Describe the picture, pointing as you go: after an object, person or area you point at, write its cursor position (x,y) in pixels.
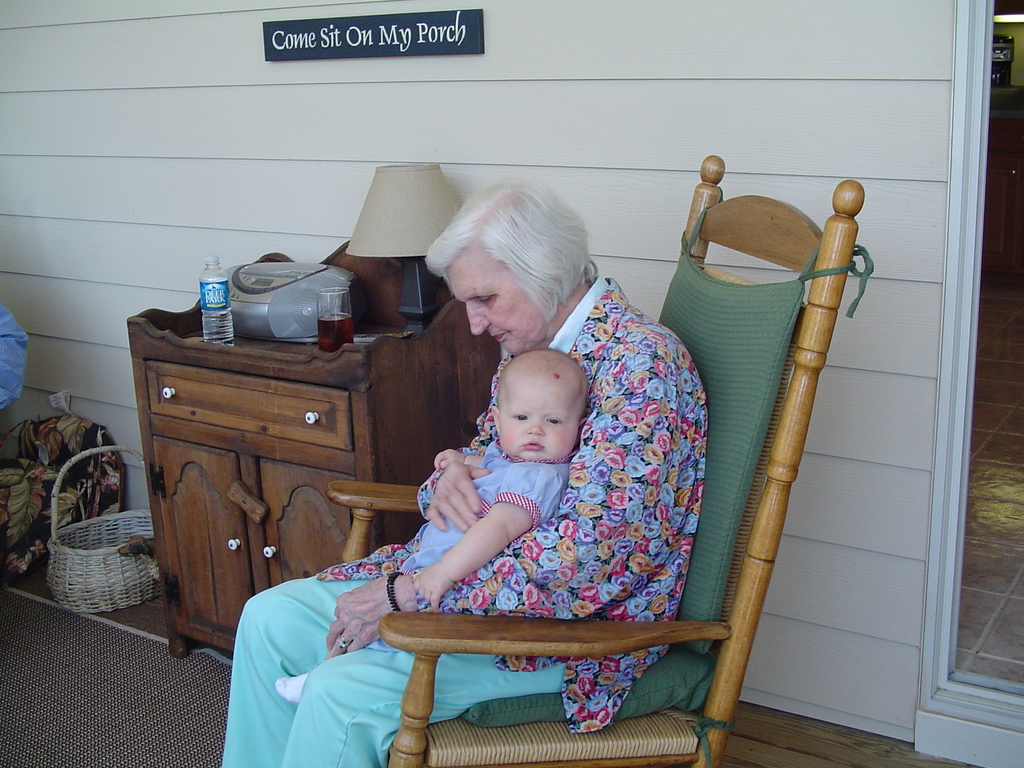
These women (591,351) is sitting on this chair (712,456). On this woman (529,251) there is a baby (527,517). Beside this woman (542,570) there is a cupboard (329,443). On this cupboard (329,443) there is a lantern lamp (411,257), bottle (211,303), glass (330,317) and device (274,290). On floor (155,602) there is a basket (123,590).
